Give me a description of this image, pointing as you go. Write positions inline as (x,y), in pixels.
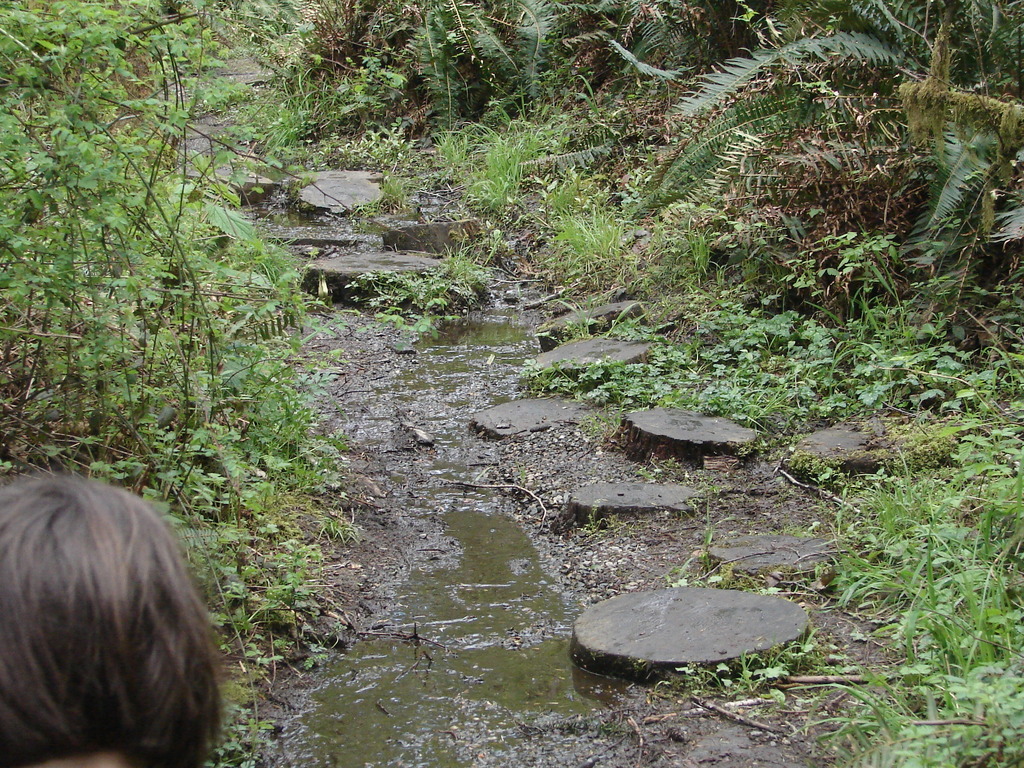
Here we can see hair (93,680) of a person (89,564). On the both sides of the path (374,345) there are plants (402,158), trees (92,104). These are stones (677,614).
